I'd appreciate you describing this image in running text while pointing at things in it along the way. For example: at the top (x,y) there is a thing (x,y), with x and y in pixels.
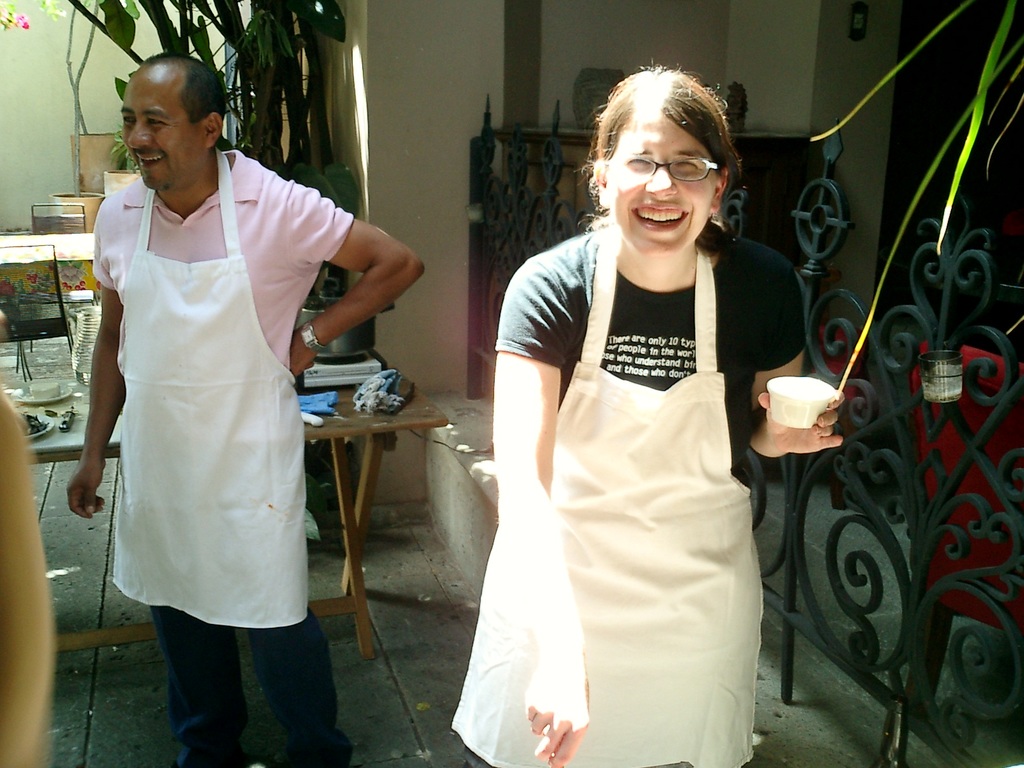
In this image I see a man (284,216) and a woman (693,527) and I see that both of them are smiling and I can also see that both of them are wearing white color aprons (666,507) and this woman (723,456) is holding a cup (775,403) in her hand (820,417). In the background (395,101) I see the table (36,453) on which there are many things (373,392) and I see the iron rods (983,303) over here and I see the wall (629,40) and I can also see 2 chairs (71,213) over here and another table (61,242) over here and I see the stems (298,17) and leaves (287,29) on it and I see the floor (62,516).
